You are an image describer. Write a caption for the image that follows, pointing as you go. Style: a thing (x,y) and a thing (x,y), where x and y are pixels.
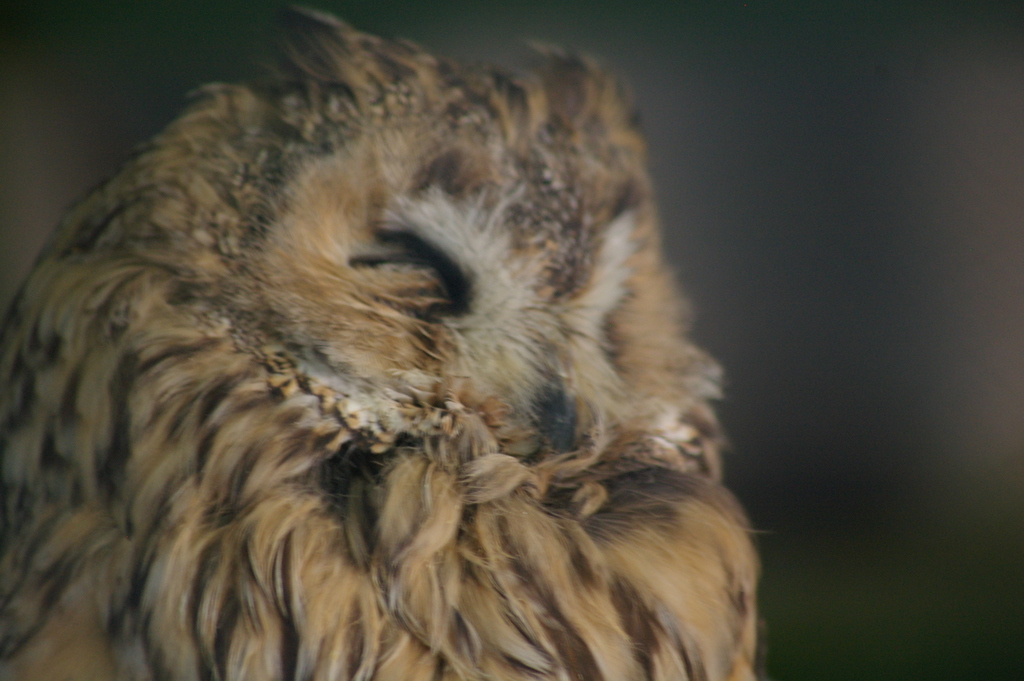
In this image, I can see an owl (543,419). The background (75,93) looks blurry.
